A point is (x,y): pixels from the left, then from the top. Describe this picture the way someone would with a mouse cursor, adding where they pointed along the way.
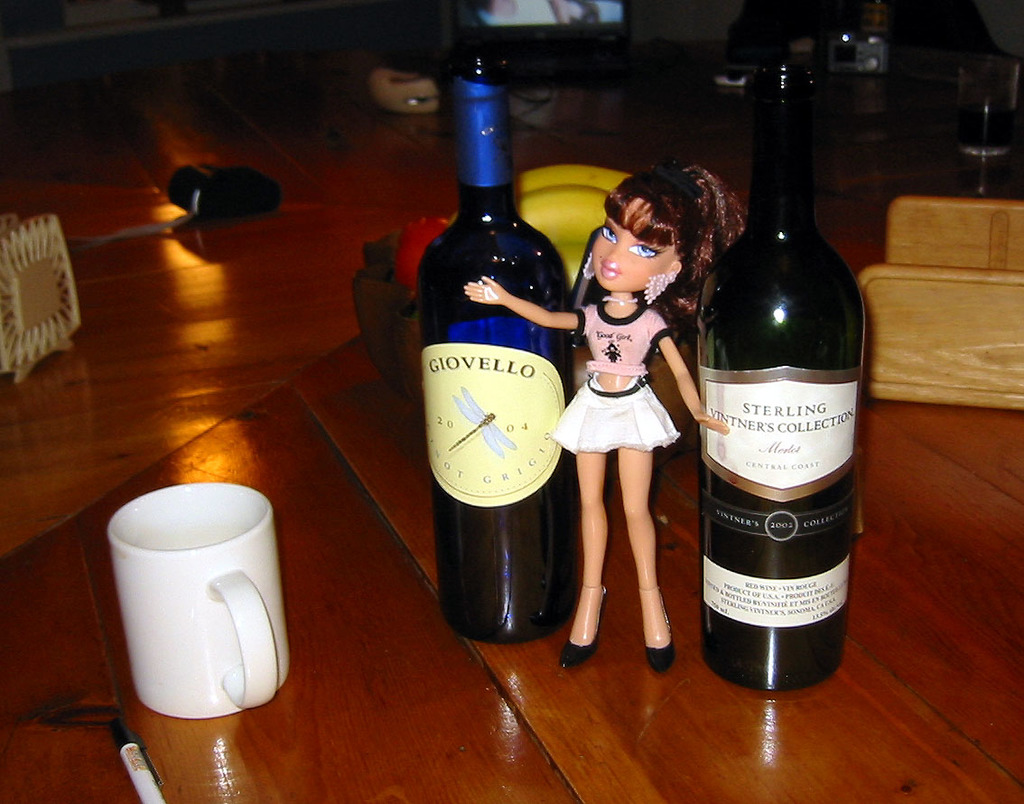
In this image I can see few bottles (790,289), cup (204,577), toy doll (620,337) and few objects (962,292) on the brown color surface (761,712).
